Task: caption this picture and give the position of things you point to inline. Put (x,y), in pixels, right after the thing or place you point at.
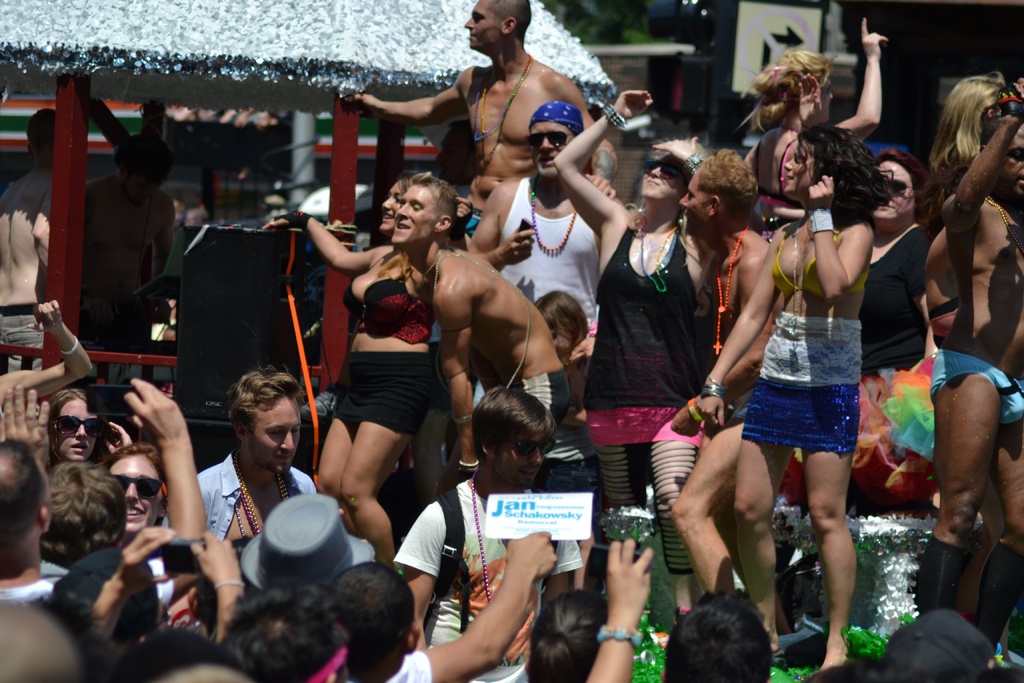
In this image, we can see a group of people (369,407). Few are holding some objects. Few people (560,413) are dancing and smiling. Background (402,72) we can see shed (210,83), poles (344,196) and some objects (708,85).
